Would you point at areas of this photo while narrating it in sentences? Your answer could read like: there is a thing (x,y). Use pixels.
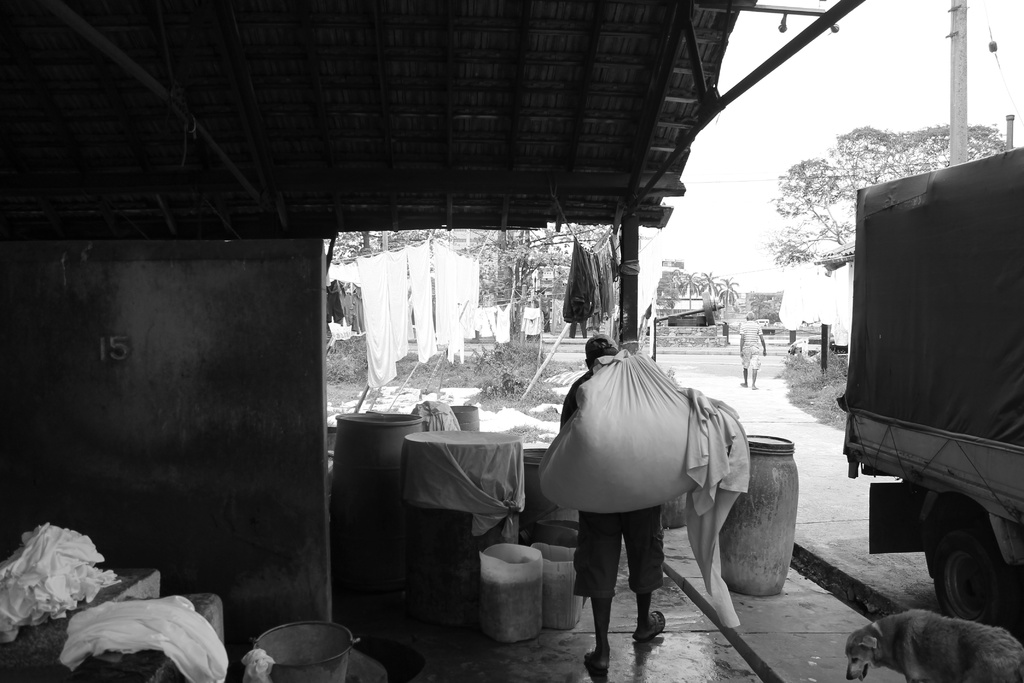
This is a black and white picture. In this picture we can see trees (676,293), clothes (643,255) on a rope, barrels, tins (492,624), vehicles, a dog (889,620), people (660,568). A man (633,562) is wearing a cap (598,349), he is carrying a white cloth bag (695,419) on his back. On the left side (271,671) we can see a bucket (275,670) and white clothes (117,623). We can see a number "15" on the wall (43,338). At the top (591,135) we can see a shed (204,64) and we can see an electric pole (955,107).
